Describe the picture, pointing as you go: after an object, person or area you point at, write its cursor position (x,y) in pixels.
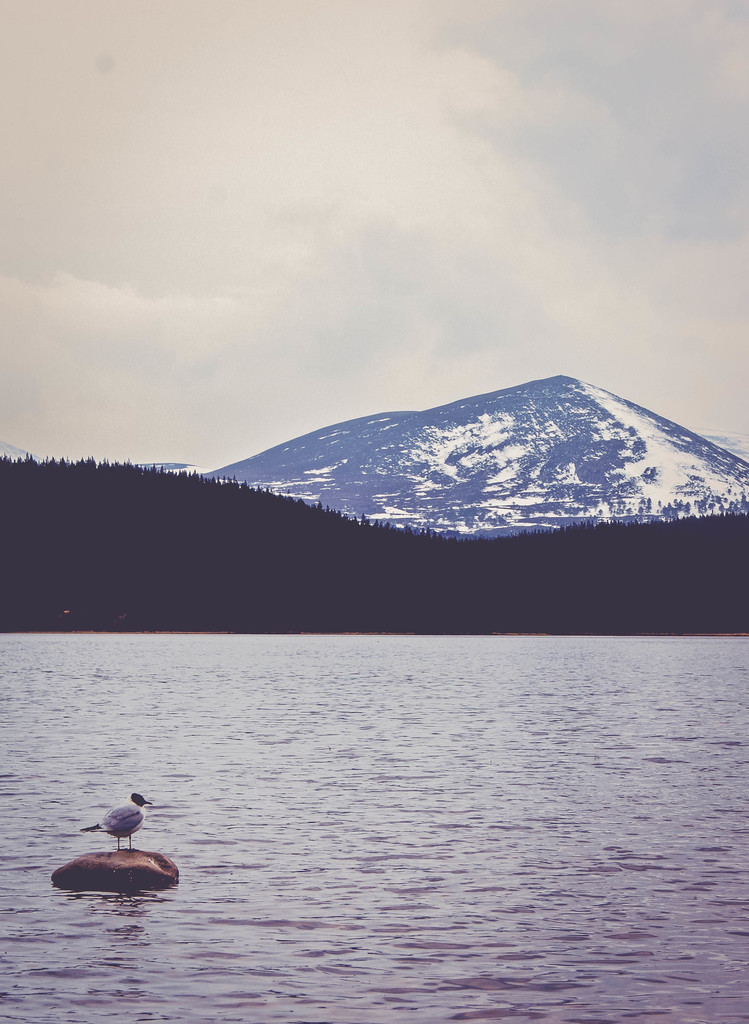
This image consists of a mountain (460,464) covered with snow (637,479). In the middle (387,549), we can see the trees (356,610), At the bottom (450,757), there is water (203,889) and a rock (93,857) on which there is a bird (102,827).
